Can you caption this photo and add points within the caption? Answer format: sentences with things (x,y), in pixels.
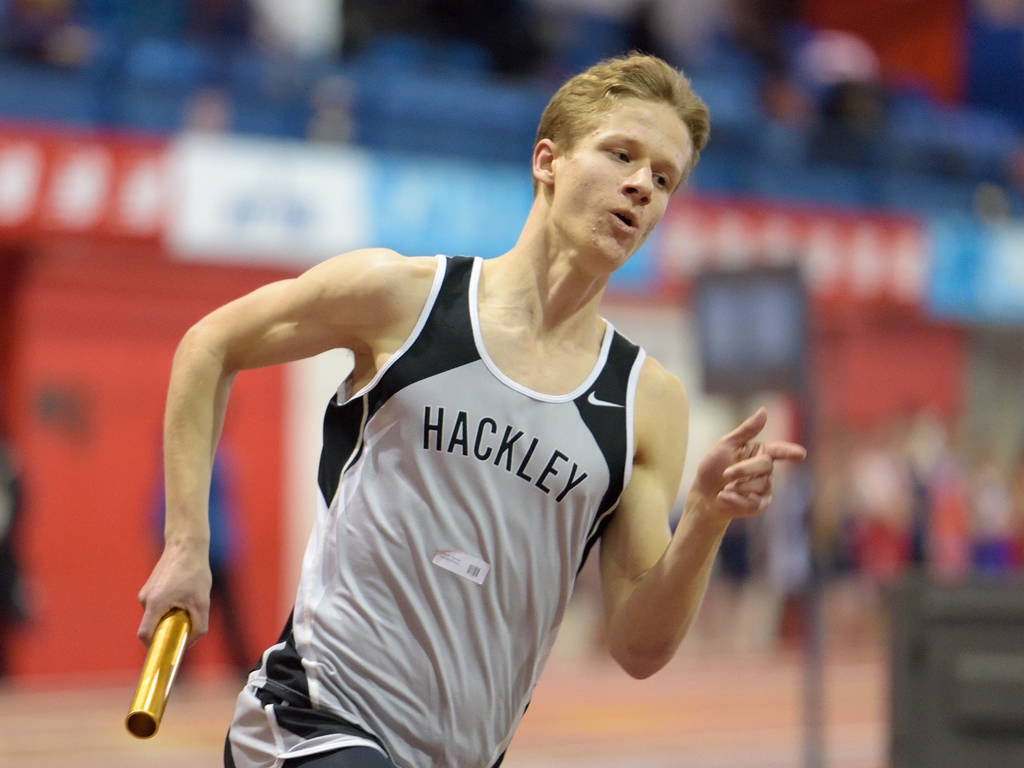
In this image there is a person (394,502) running by holding an object (172,678) in his hand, behind the person (371,391) the image is blurred.
